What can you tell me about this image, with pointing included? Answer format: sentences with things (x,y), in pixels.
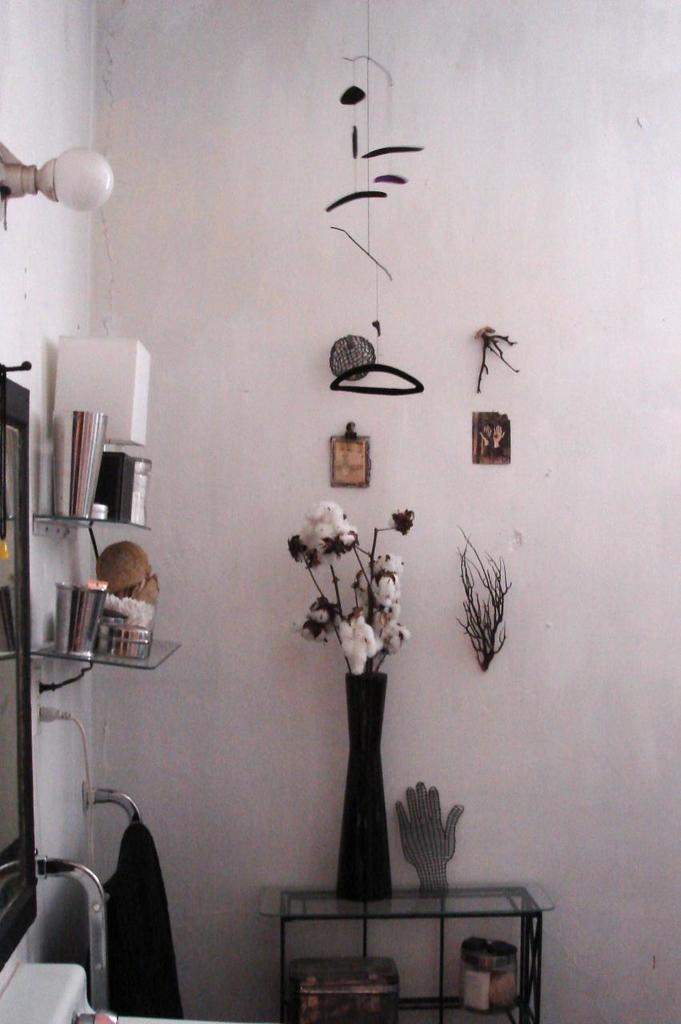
This is the picture of a room (173,574) in which to the left wall (43,747) there is a mirror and two shelves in which some things (85,613) are placed and the other side of wall (547,943) there is a desk (342,904) on which some things (373,884) are placed and some painting (353,467) on the wall (391,475).
